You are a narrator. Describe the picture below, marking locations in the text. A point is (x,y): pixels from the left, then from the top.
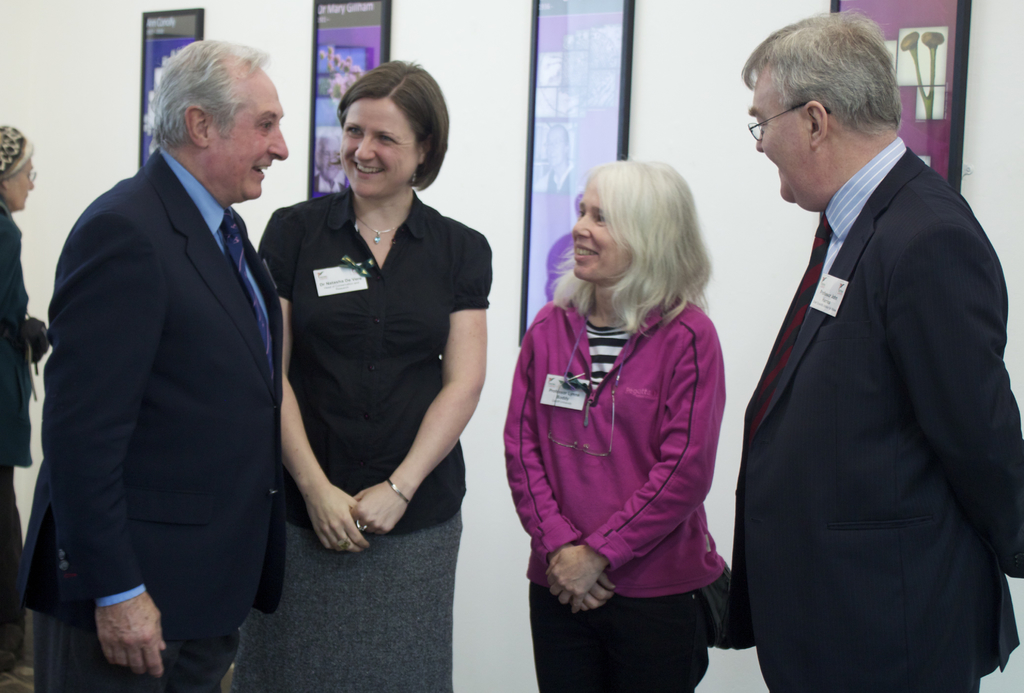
In the center of the image (449,439) we can see four persons (582,441) are standing and they are in different costumes (382,398) and we can see they are smiling. On the left side of the image (44,342), we can see a person (8,394). In the background (495,219) there is a wall (663,128) and frames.
